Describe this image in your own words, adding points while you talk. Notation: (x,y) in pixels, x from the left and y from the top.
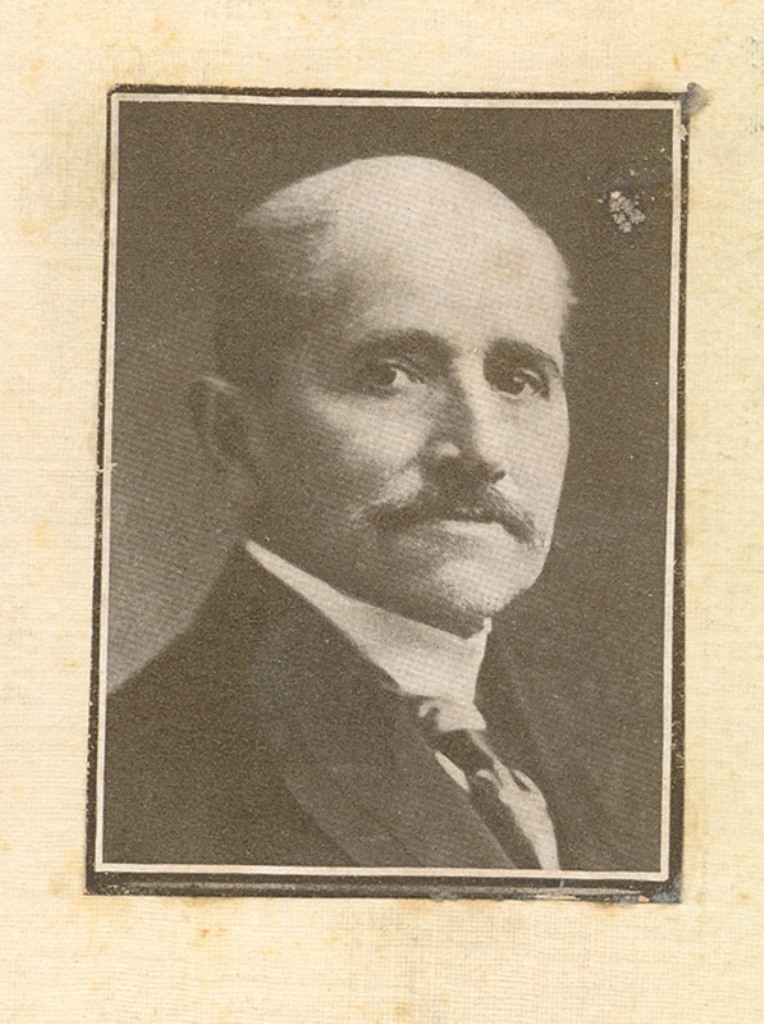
In this image we can see a photo (343,341) of a man (375,398) and we can also see the light color background (713,148).
